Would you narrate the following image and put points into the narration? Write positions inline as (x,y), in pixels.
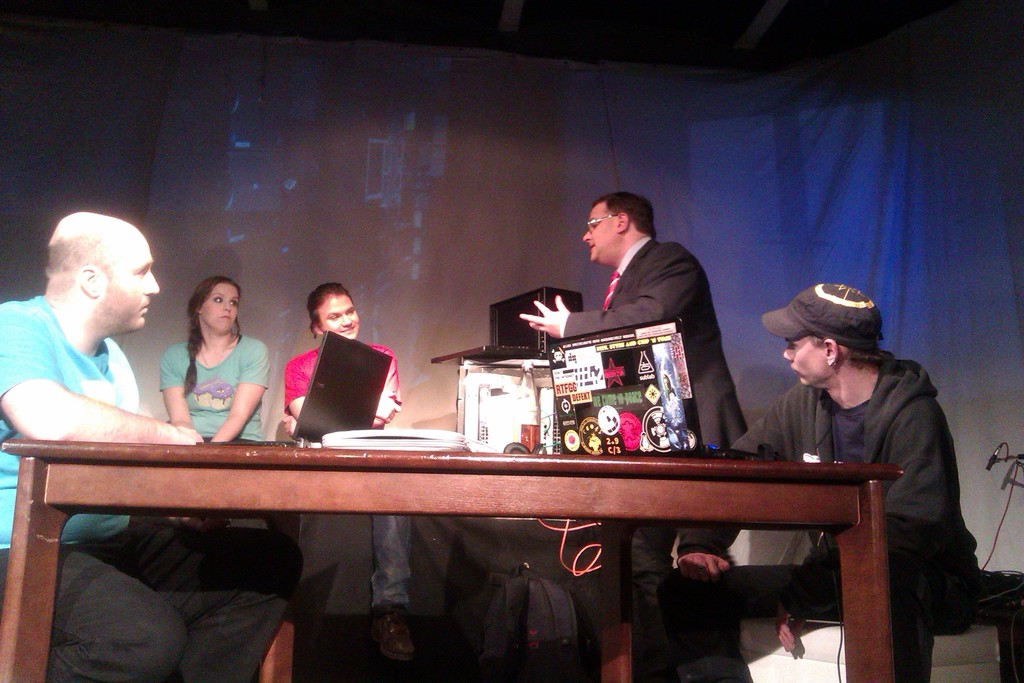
In this image i can see few persons (181,373) sitting on chairs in front of a table (337,486), and i can see a person (619,294) standing and gesturing with his hand (557,329). On the table (437,456) i can see a laptop (367,416) and few other electronic gadgets (511,385). In the background (481,273) i can see a curtain (494,170).
